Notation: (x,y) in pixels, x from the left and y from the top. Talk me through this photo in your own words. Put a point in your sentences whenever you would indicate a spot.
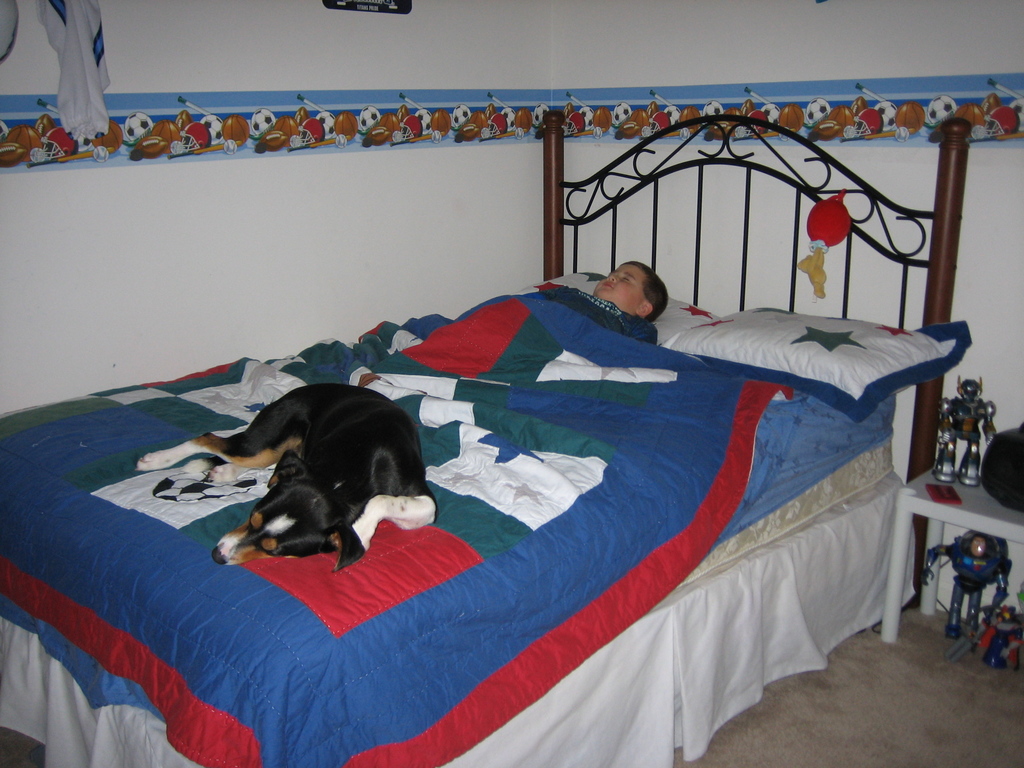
In the picture we can find a boy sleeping on bed (745,292). On bed (656,332) we can find two pillows (656,332), a dog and the blanket (540,319). In the background (244,166) we can find a wall (451,287) designed. Beside the pillow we can find a small table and we can find some toys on it.
